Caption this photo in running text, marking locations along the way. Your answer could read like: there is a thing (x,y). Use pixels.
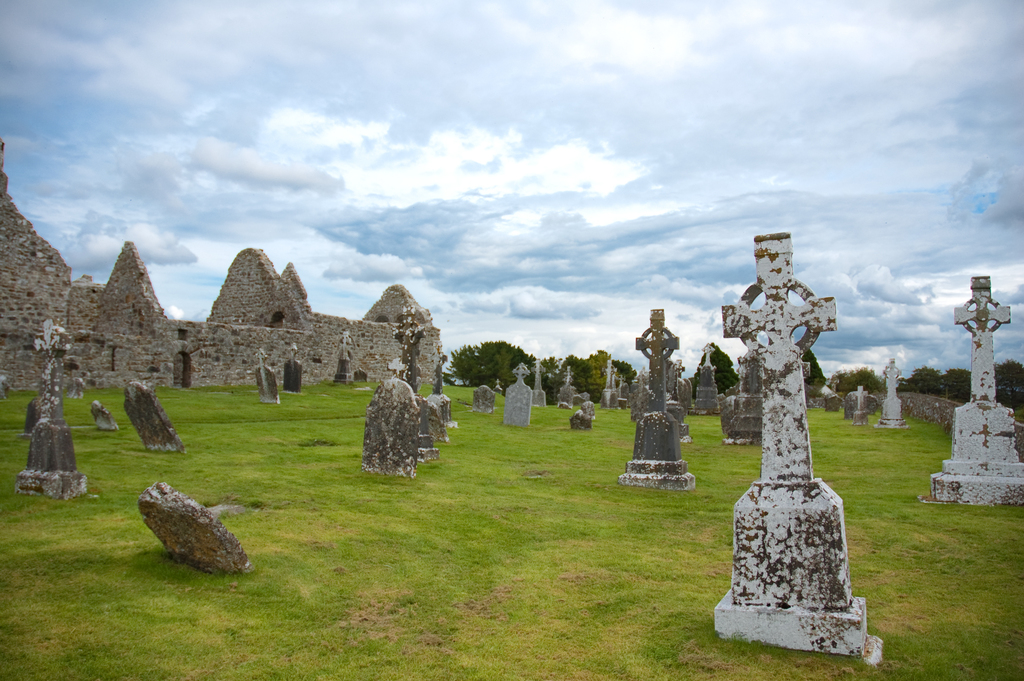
The picture looks like it is taken in a cemetery (566,405), in this picture we can see gravestones (895,402) and grass (361,555). In the middle of the picture (360,351) we can see old buildings (386,351) and trees (489,369). At the top (629,133) there is sky (629,133).
